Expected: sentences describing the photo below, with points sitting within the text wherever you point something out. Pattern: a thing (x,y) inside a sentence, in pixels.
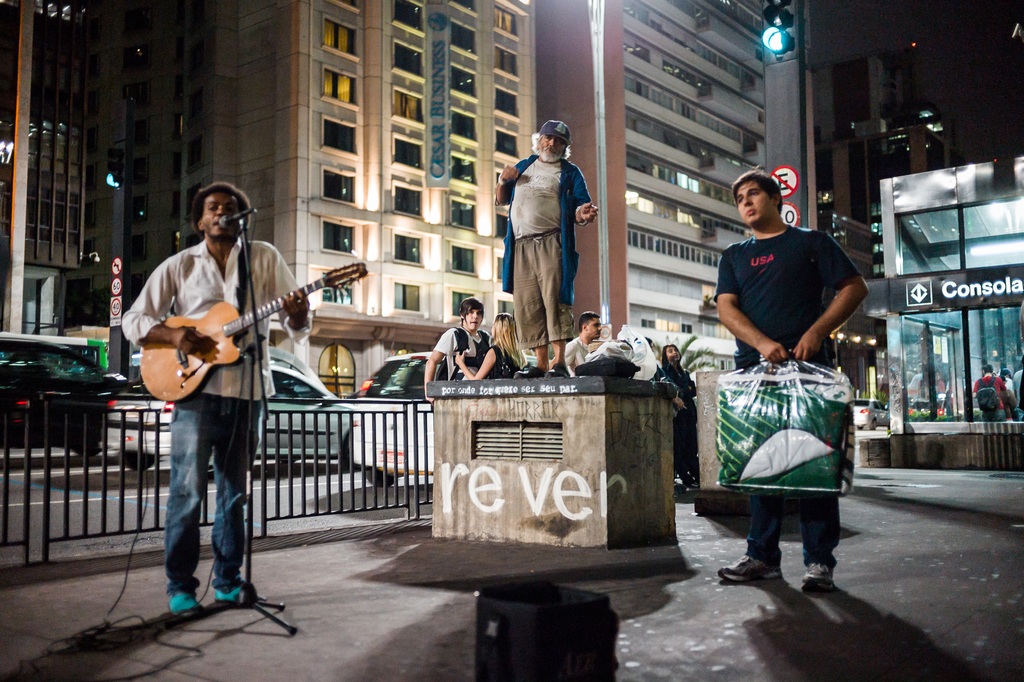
This is completely an outside view picture. here we can see a man (174,542) standing in front of a mike (255,589) and playing guitar (212,363) and singing. On the background (232,80) we can see huge buildings (328,134). This is a traffic signal (791,19). Here we can see one man (519,279) standing wearing a cap (563,136). At the right side of the picture (957,334) we can see one store (960,327). Here we can a man (829,577) standing and holding a bag (827,441) in his hand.
